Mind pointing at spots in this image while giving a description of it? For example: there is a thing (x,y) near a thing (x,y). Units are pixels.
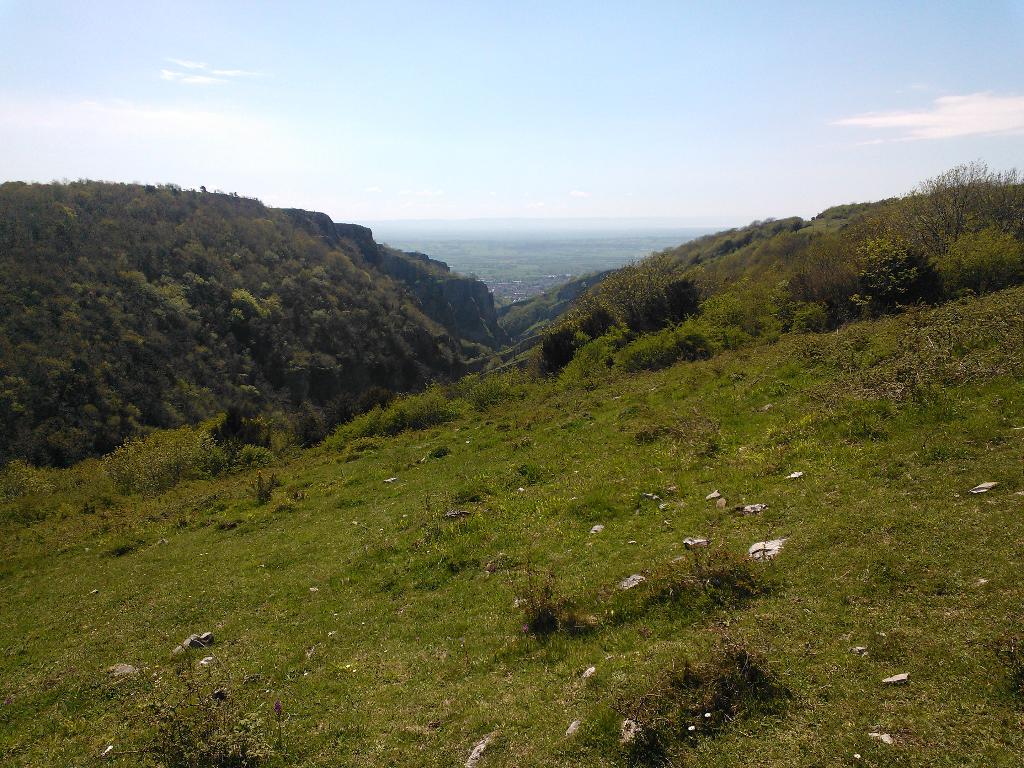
In this image there is a grass (611,497), plants (402,419), trees (238,248) and a sky (352,117).
